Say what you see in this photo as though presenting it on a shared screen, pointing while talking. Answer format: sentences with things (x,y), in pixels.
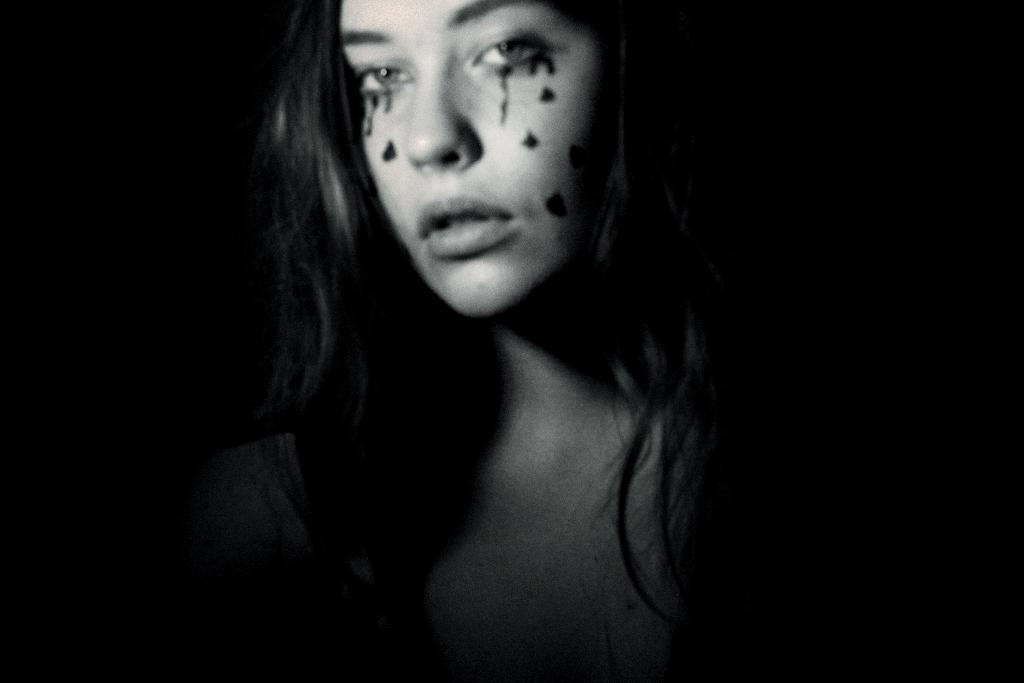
It is the black and white image of a girl (535,211).
